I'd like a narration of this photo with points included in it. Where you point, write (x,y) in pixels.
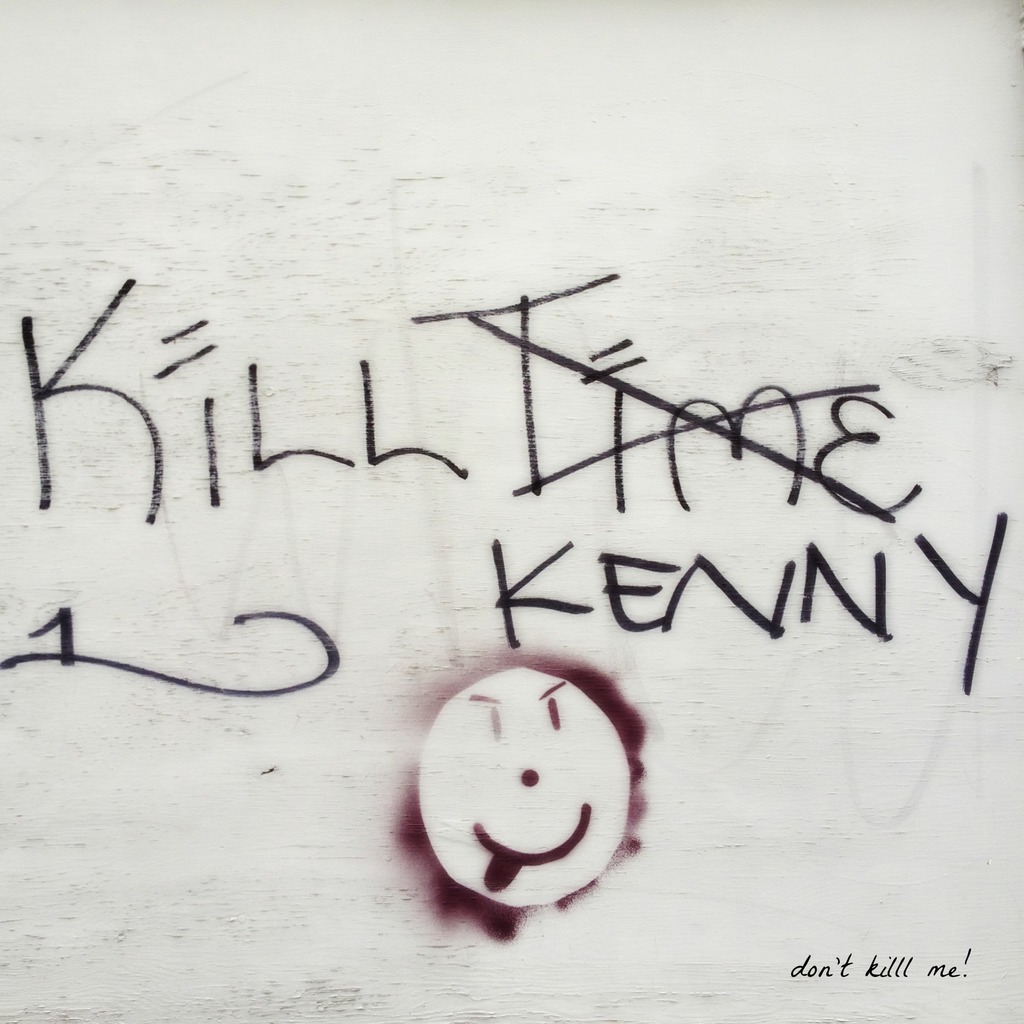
In this image I can see the white colored surface (506,431) on which I can see few words (307,419) are written with black color and something is painted with maroon color.
